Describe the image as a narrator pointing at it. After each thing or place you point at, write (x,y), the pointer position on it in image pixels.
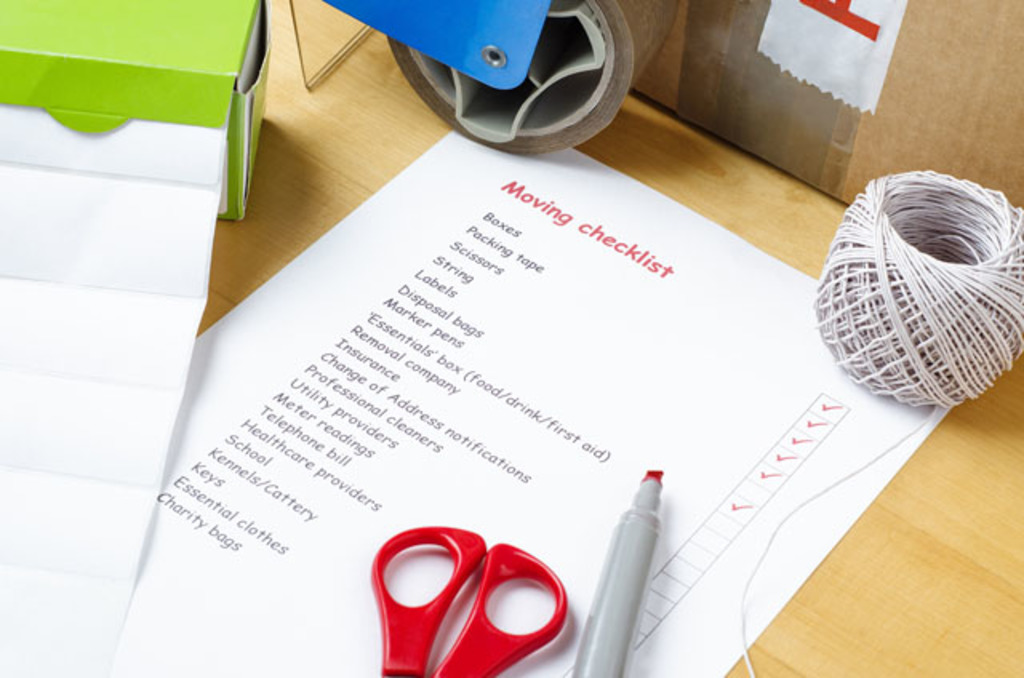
On the table (725,223) we can see a paper (576,482), pen (606,627), scissor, carton box (178,73), wire (907,262) and plaster (646,58). Beside that we can see the carton box (803,56).
